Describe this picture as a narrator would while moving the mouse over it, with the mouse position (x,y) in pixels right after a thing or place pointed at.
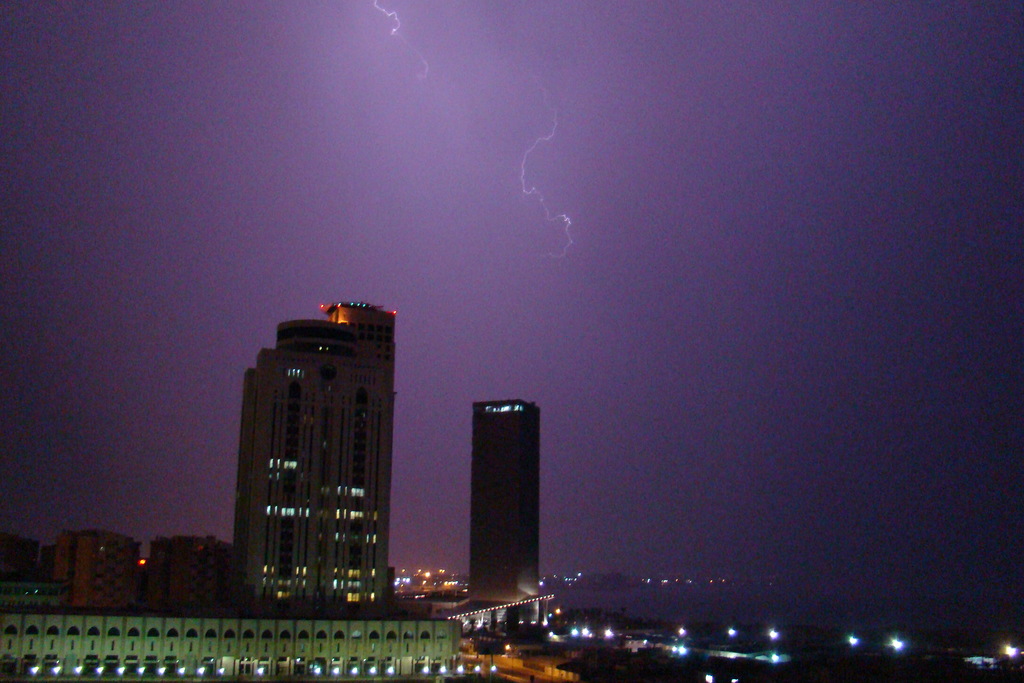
In this picture we can see buildings (487,577) and in the background (1018,294) we can see sky (521,198).
